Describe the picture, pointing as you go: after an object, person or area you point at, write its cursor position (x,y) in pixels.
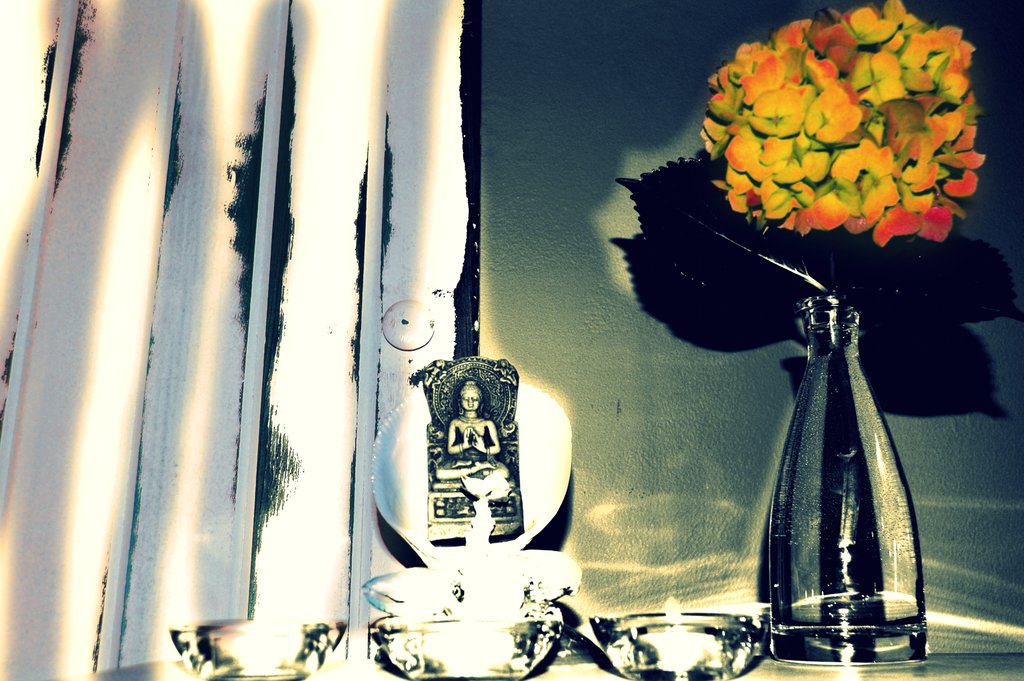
In this image I can see few flowers (784,170) in a pot (797,459). I can also see a sculpture (465,406) over here and I can see colour of these flowers (799,144) are yellow and orange.
